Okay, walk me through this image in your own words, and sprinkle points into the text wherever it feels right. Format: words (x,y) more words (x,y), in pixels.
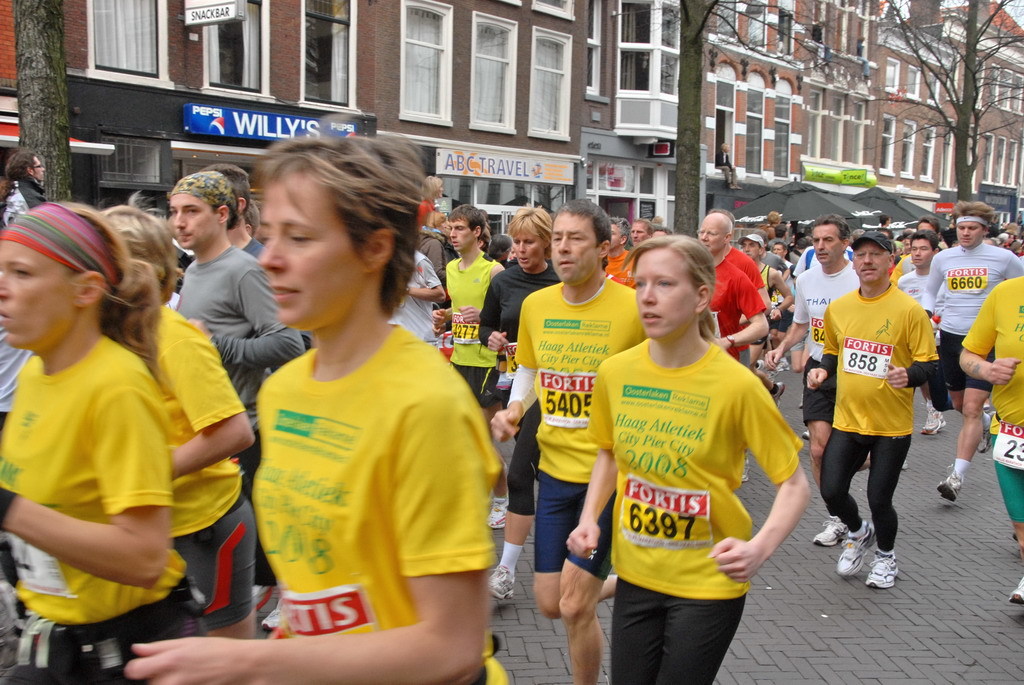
In this image we can see many people (515,468) are running. There are many buildings (520,108) and stores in the image. There are badges (680,507) attached to the T-shirts (703,484) of the people (408,161). There are many trees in the image. There are advertising boards (467,167) in the image.
